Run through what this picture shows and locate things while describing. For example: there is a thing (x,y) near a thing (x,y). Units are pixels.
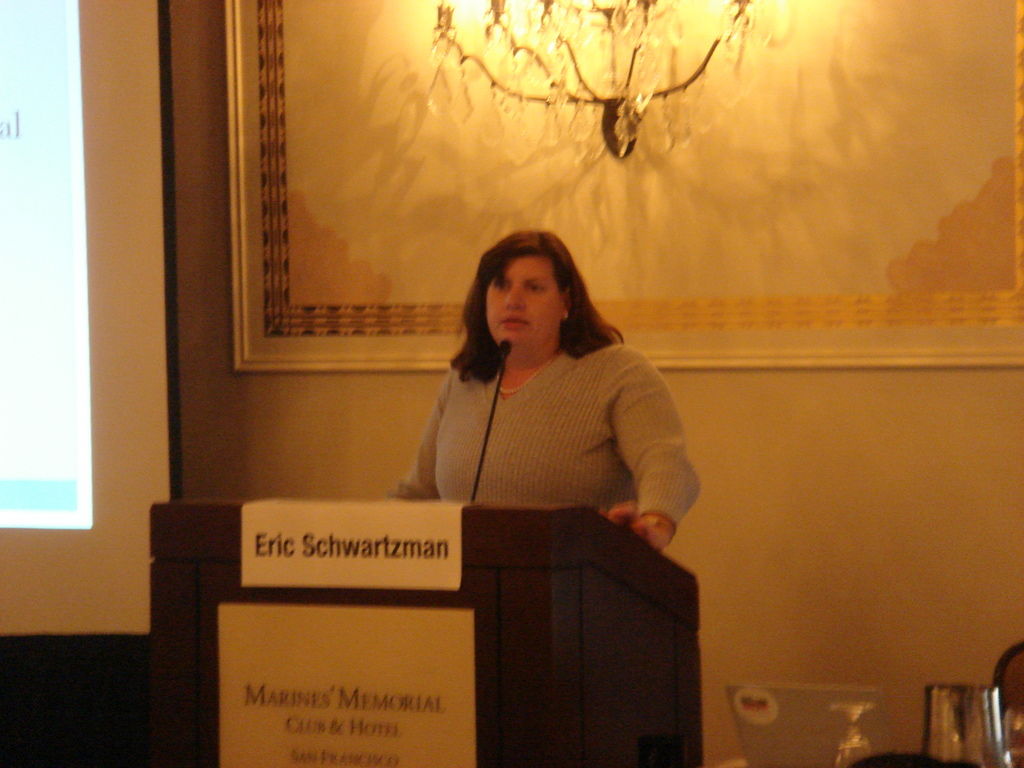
In this image we can see a woman (512,340) is standing. She is a wearing grey color t-shirt (536,397). In front of her, podium (191,606) and mic (477,493) is there. On podium (472,533), posters (326,627) are attached. In the background (317,188), we can see screen (14,125), frame (307,289) attached to the wall (786,466) and one chandelier (571,47). In the right bottom of the image (834,720) we can see a laptop (839,723) and some objects (848,751).
